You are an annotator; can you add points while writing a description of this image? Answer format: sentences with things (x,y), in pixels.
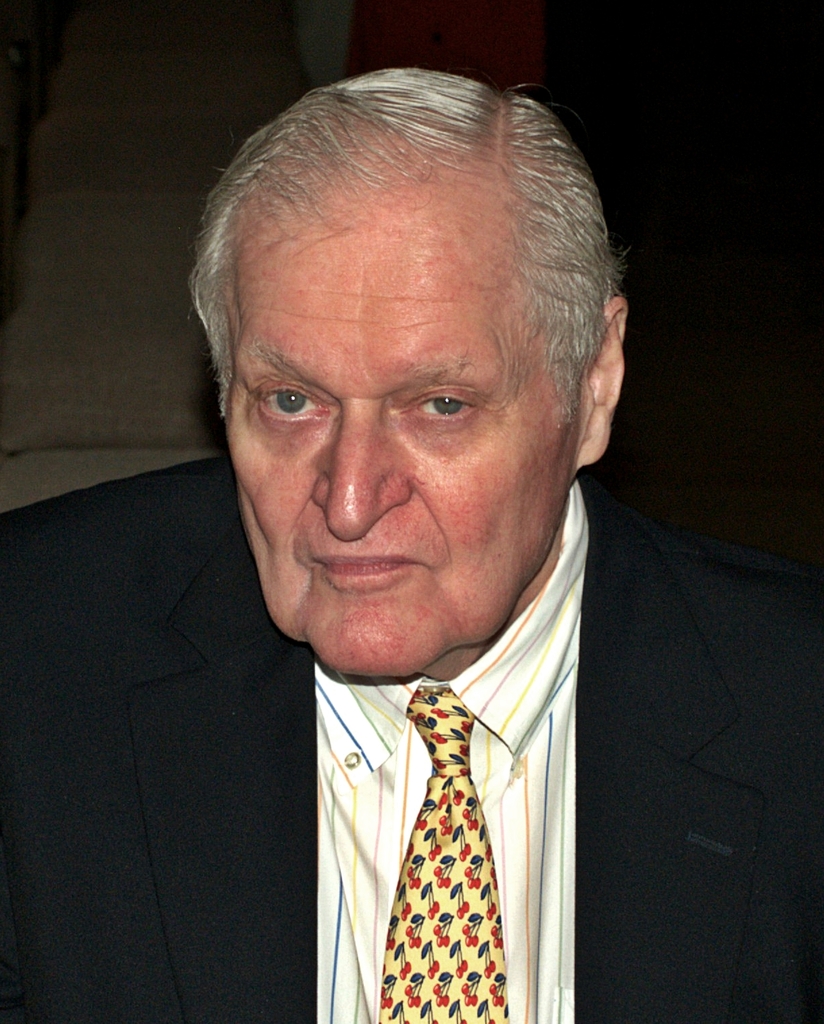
In this image there is a man (631,646) wearing a suit (173,705) and a tie (438,909), in the background (516,32) it is dark.
